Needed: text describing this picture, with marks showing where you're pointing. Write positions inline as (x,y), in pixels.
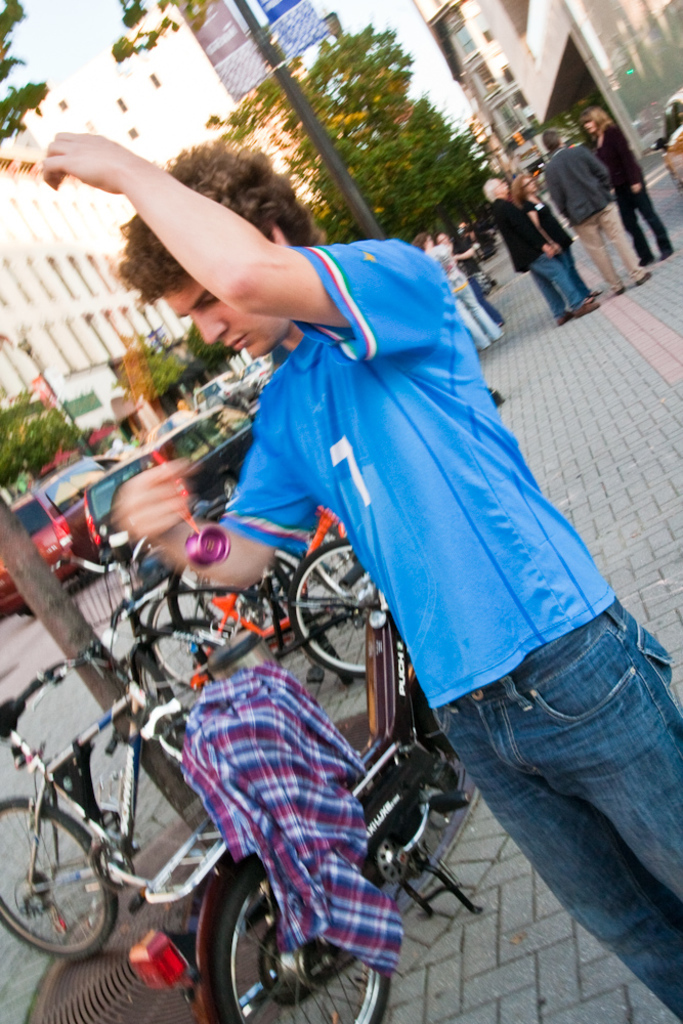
In this image in the middle (357,523), there is a man (423,535), he wears a t shirt (488,645), trouser (604,850). At the bottom (211,697) there are cycles (364,757), cloth (347,867). On the right (578,228) there is a man (558,169), he wears a jacket (564,191), trouser (597,267) and there are some people (538,205). In the background (455,206) there are buildings (495,90), trees (236,118), posters (249,67), poles (287,86), cars (156,442), road (600,368) and sky (65,42).
